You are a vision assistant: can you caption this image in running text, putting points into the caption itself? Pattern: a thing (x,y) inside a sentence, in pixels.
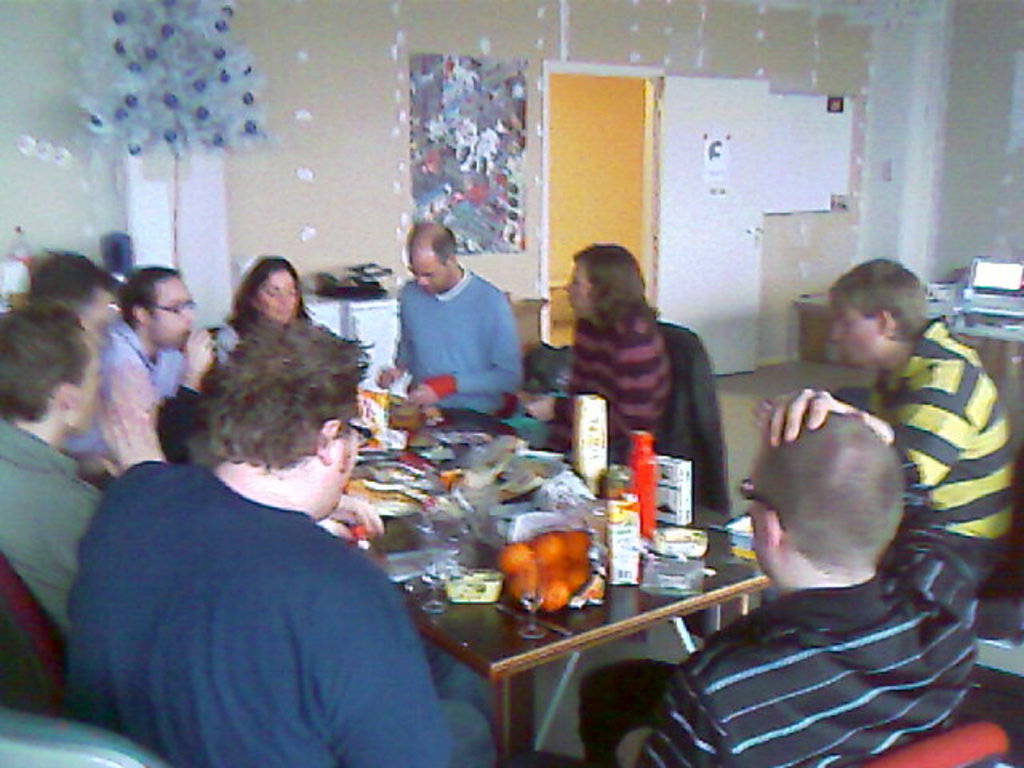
In this image, There is a table (622,615) on that table (633,606) there are some food items (422,480), And some people (803,412) are sitting on the chairs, In the background (279,164) there is a white color wall (264,177) and there is a orange color and a white color door (714,239).
